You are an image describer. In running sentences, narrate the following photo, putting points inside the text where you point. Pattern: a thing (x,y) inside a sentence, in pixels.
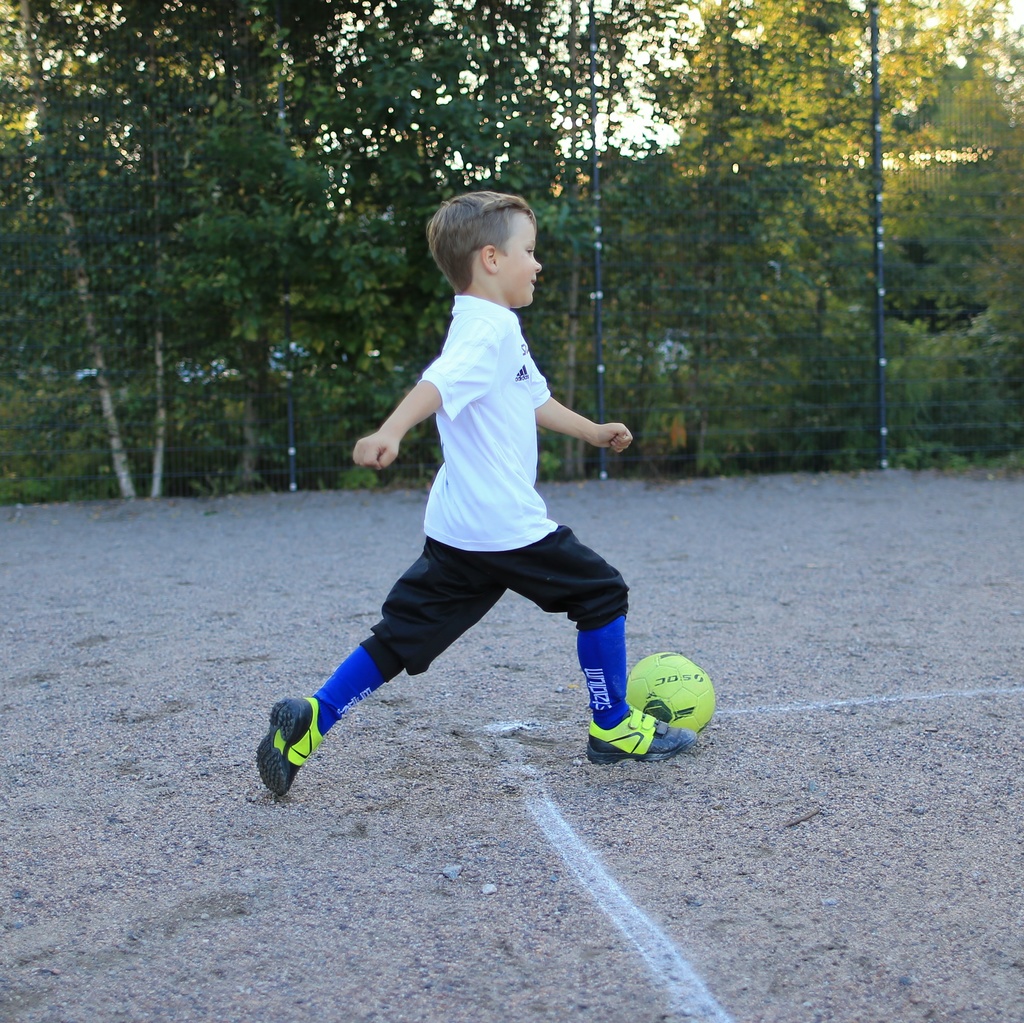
This image consists of trees (526,173). On the top (635,236) there are trees (400,338) and in the middle (455,515) there is a kid (455,515) who is playing. He is wearing white shirt (464,512), black pant (577,599) and shoes (623,748). There is a ball (687,662) which is in green color.
